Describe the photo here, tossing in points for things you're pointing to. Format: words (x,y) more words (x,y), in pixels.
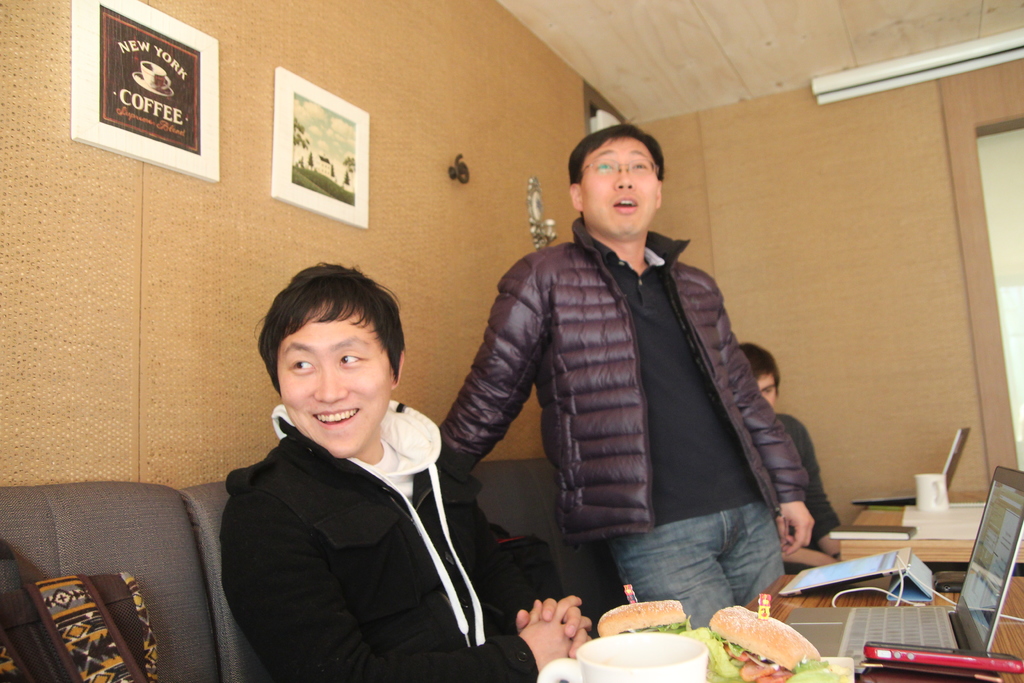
In this picture we can see two people (429,620) sitting on a couch (601,560) and a person (573,465) is standing on the floor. In front of the people (764,546) there is a table (797,598) and on the table (882,605) there are laptops (891,626), books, cups (683,669), mobile (912,660) and some food items (728,641). Behind the people (385,528) there is a wall (241,324) with photo frames (190,153) and an object (530,214).
